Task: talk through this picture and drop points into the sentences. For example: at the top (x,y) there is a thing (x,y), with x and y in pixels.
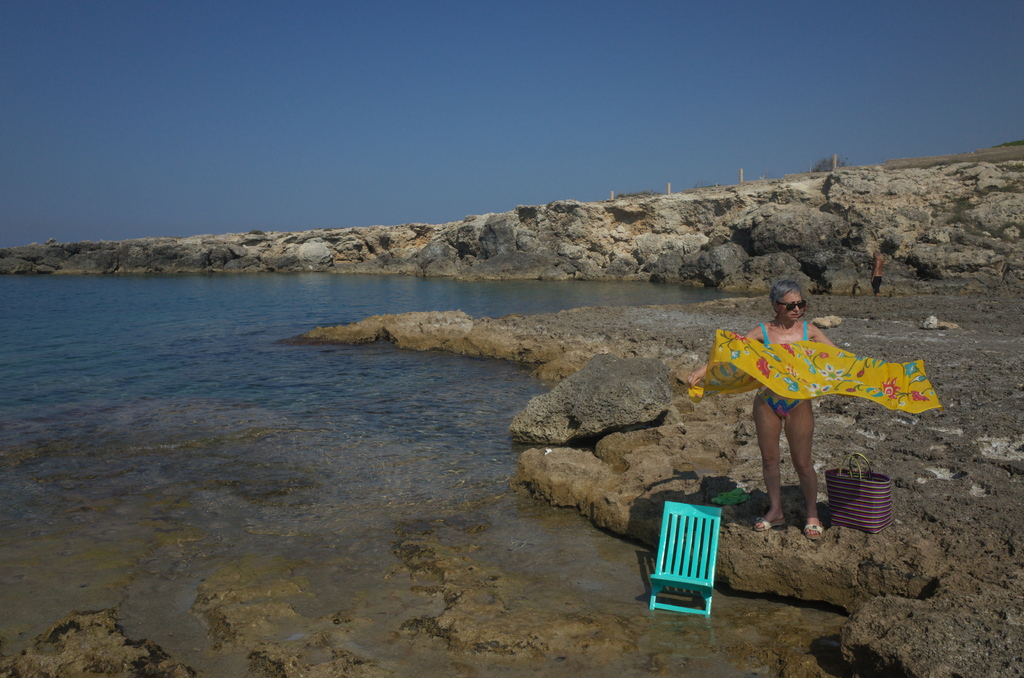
In this image we can see water (331,477). Also there are rocks (716,574). And there is a chair (685,583). And there is a lady (782,419) wearing goggles (797,299) and holding a cloth (828,374). Near to her there is a packet (851,476). In the background (388,72) there is sky (547,68).
